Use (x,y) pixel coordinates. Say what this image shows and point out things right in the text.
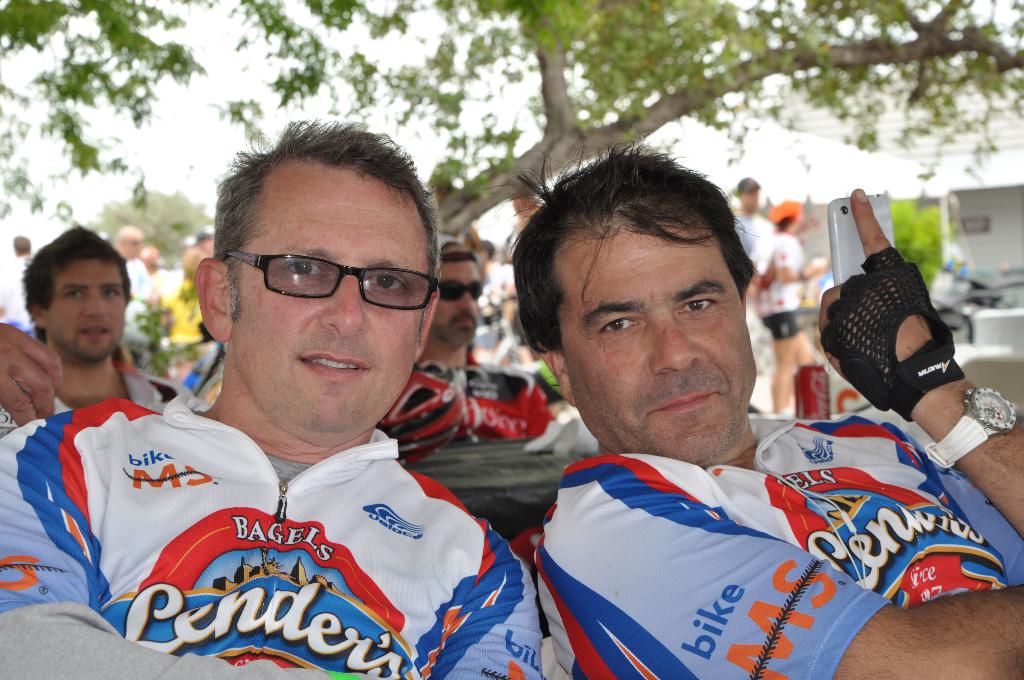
In this image, we can see a group of people (604,303). Few are sitting and standing at the background (438,322). Here we can see few people (376,295) wore goggles (419,304). Right side of the image (785,539), we can see a person (779,494) is holding a mobile (837,215). Background (839,67) we can see trees (807,56), few plants (147,200), some items (1015,268). Here there is a tin (811,383).
